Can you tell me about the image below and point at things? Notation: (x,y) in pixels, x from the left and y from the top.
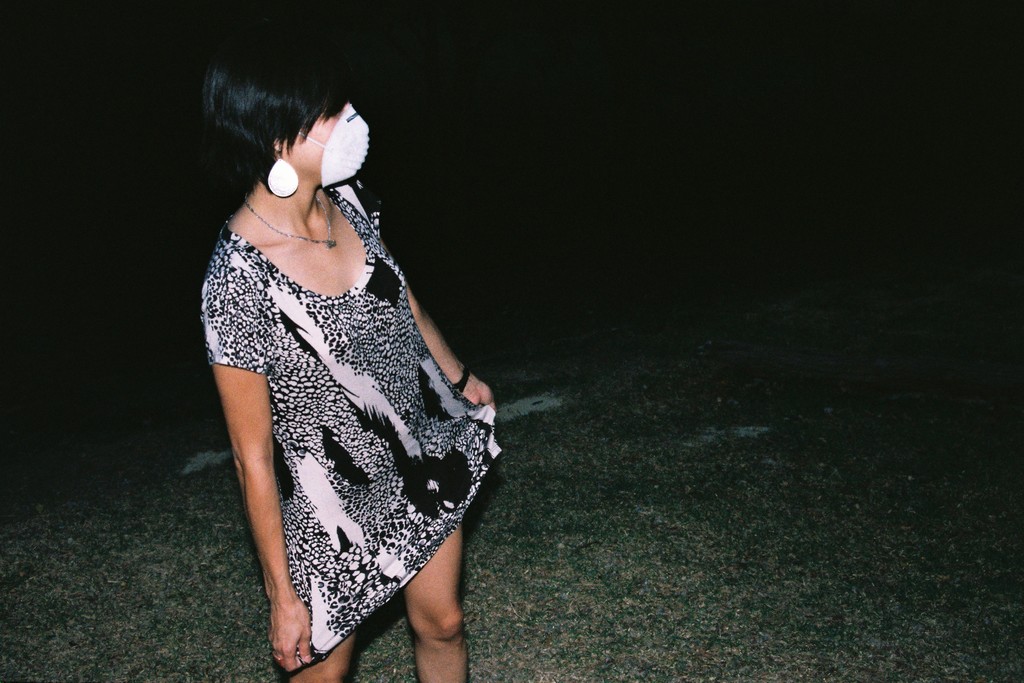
In this picture I can see a woman (283,355) standing, she wore a mask (343,151) on her face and I can see grass (195,643) on the ground (600,471) and I can see dark background (39,85).
